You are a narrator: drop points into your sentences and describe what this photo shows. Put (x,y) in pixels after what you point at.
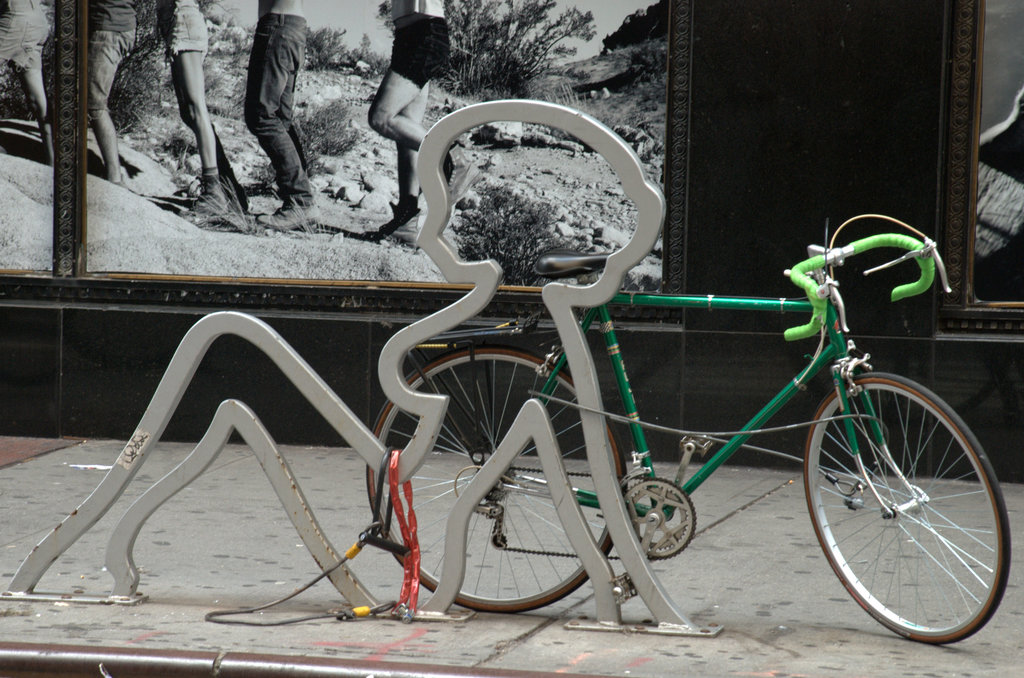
In the center of the image (569,336) we can see a bicycle (760,302) and iron frame (393,384) are present. At the top of the image (607,70) photo frame (544,15) is there. At the bottom of the image (731,639) ground (763,596) is there.
